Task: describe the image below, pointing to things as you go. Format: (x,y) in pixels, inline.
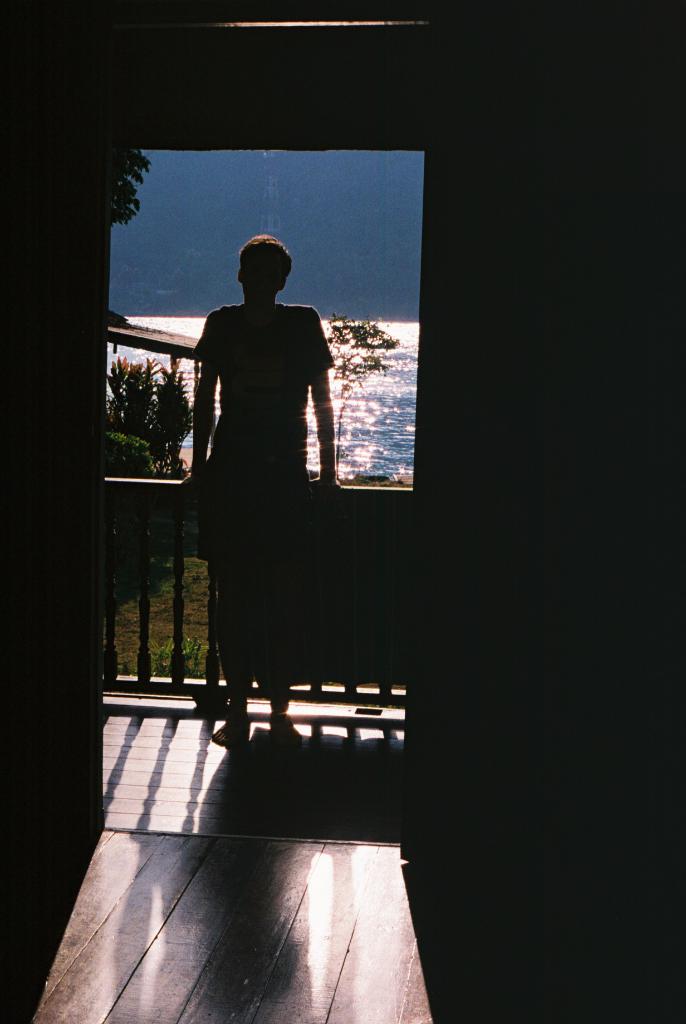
This image consists of a man (301,400) standing near the railing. At the bottom (209,961), there is a floor (218,965) made up of wood (201,893). It looks like it is clicked in the house (187,968). In the background (337,323), there is water (190,389) along with trees (150,412).
